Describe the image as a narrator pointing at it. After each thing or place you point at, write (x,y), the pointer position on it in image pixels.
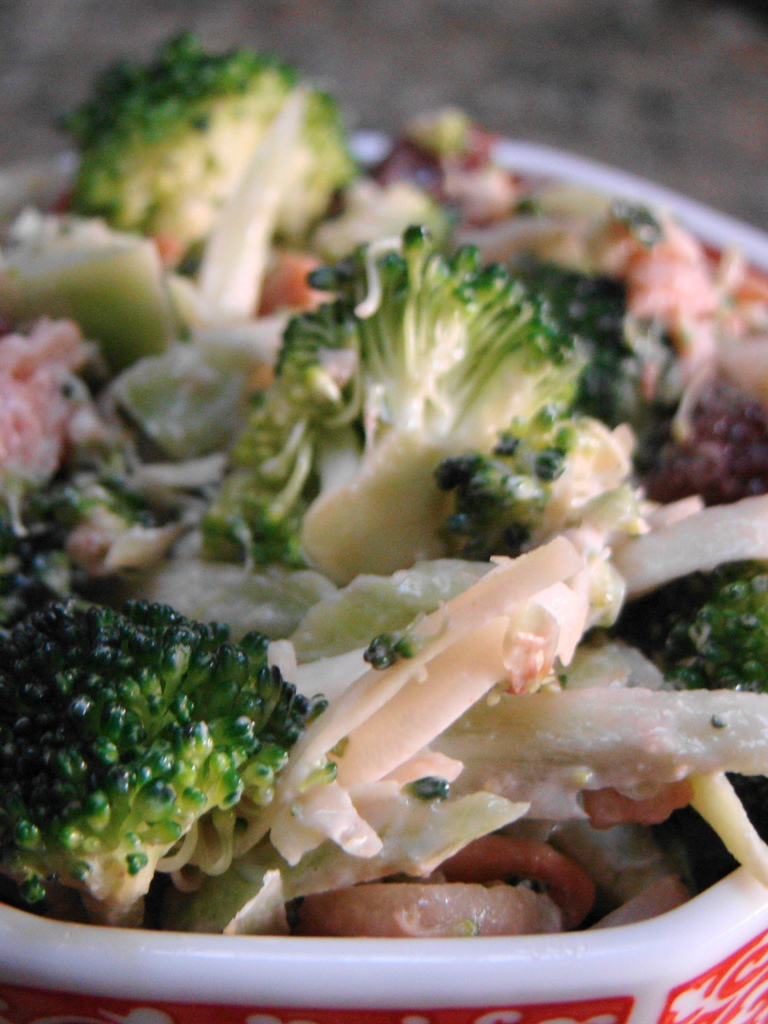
In this picture I can see a bucket (697,948), in which there is broccoli (335,479) and other which is of white and brown color. I see that it is blurred in the background (386,114).
